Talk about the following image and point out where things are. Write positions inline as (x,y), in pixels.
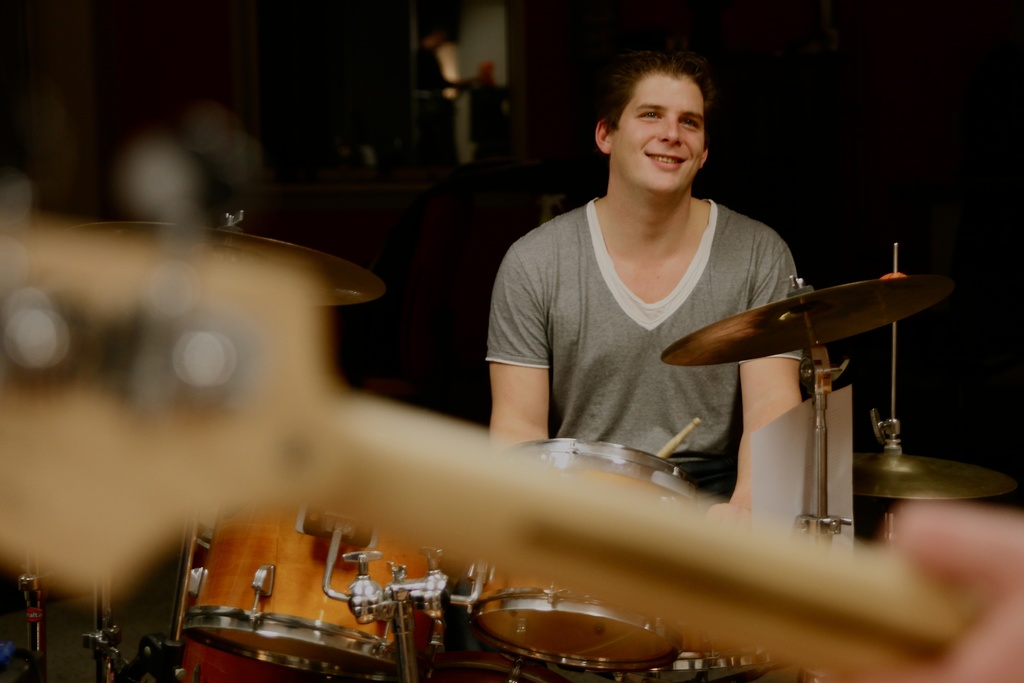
In the image there is a man (622,320) there are some drums (609,450) in front of him, he is smiling and the background of the man (563,296) is blur.
